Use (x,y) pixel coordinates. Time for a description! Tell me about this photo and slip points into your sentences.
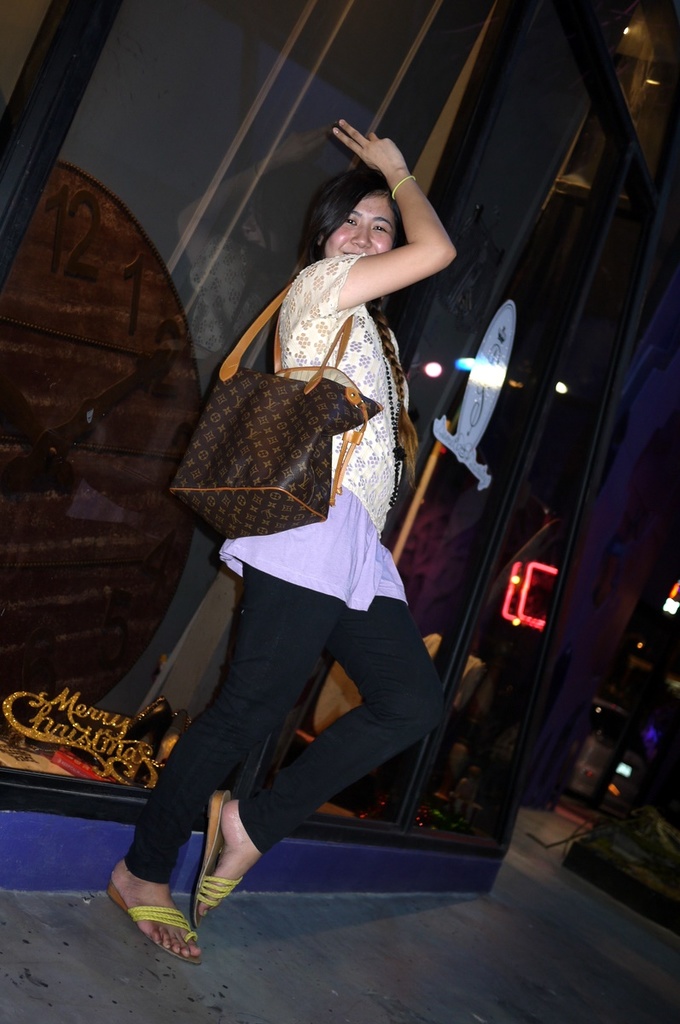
In the middle of the image (396,626) a woman (398,212) is standing and smiling. Behind her there is a wall (538,699).
